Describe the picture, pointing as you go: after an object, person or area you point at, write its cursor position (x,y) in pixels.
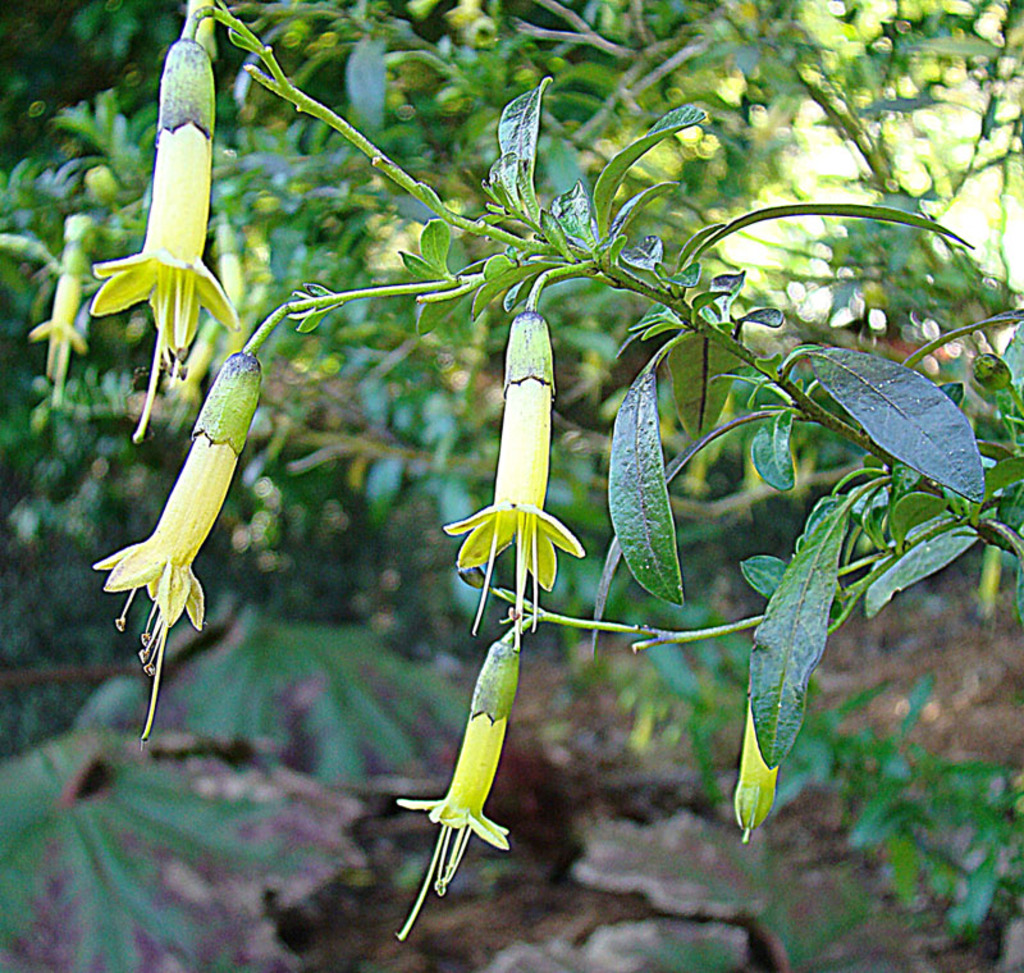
In this image we can see many plants (657,458). There are flowers (535,589) to the plant (520,628).
